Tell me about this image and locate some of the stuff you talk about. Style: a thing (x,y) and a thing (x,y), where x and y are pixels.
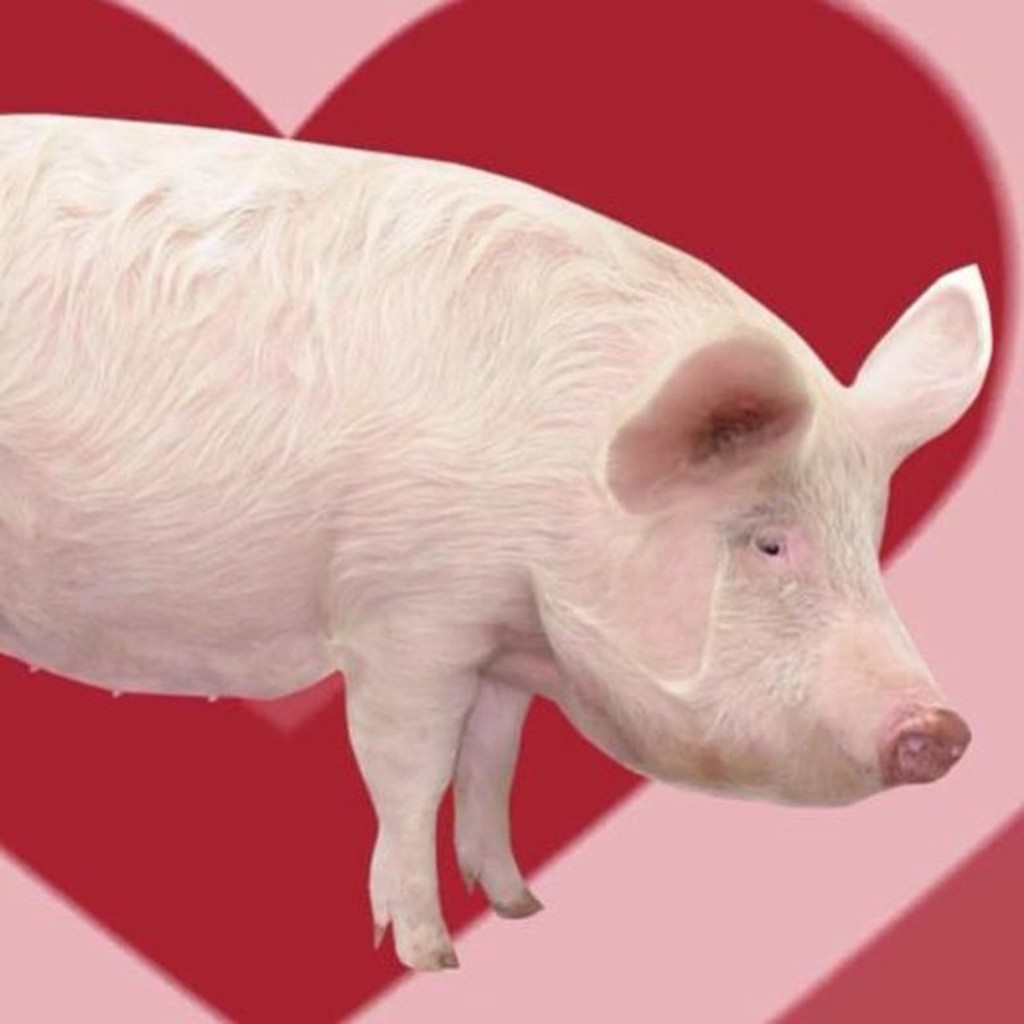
This is the picture of a white pig (100,634) and behind there is a poster (350,45) in red and pink color.
